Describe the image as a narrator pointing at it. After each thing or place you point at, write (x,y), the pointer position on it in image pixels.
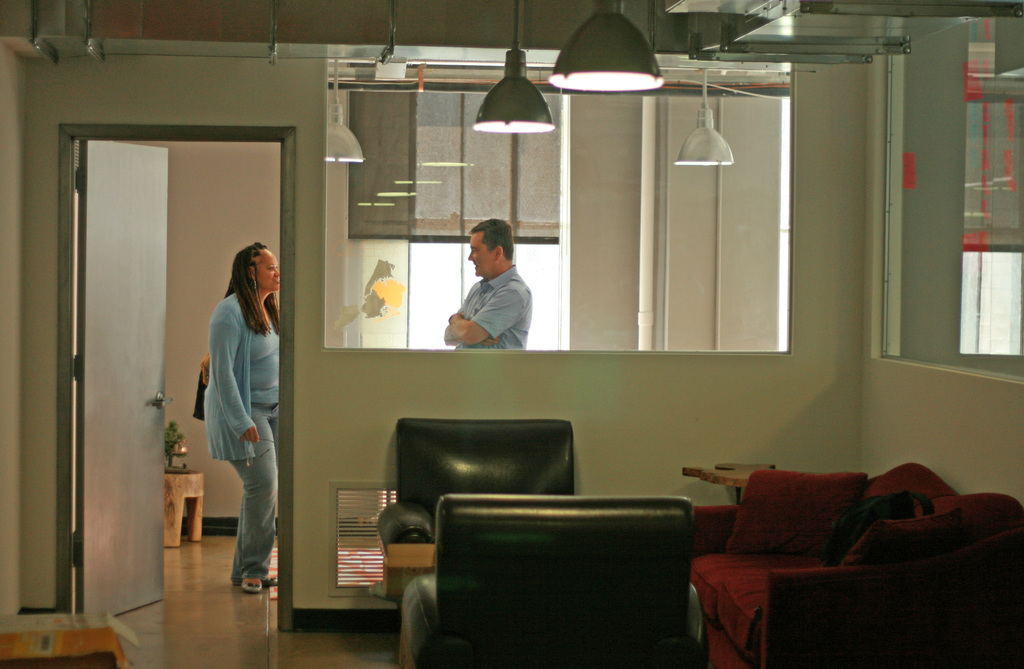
This picture is clicked inside a room (300,143). In the room (451,399) there are couches (607,543) and lamps (526,109) hanging to the ceiling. In the next room (185,377) there is a woman (221,383) and a man (505,304). There is table (174,480) in that room (169,467) and on it there is a houseplant (167,448). In the background (195,281) there is a door (121,300), wall (686,260) and glass windows (472,175).
